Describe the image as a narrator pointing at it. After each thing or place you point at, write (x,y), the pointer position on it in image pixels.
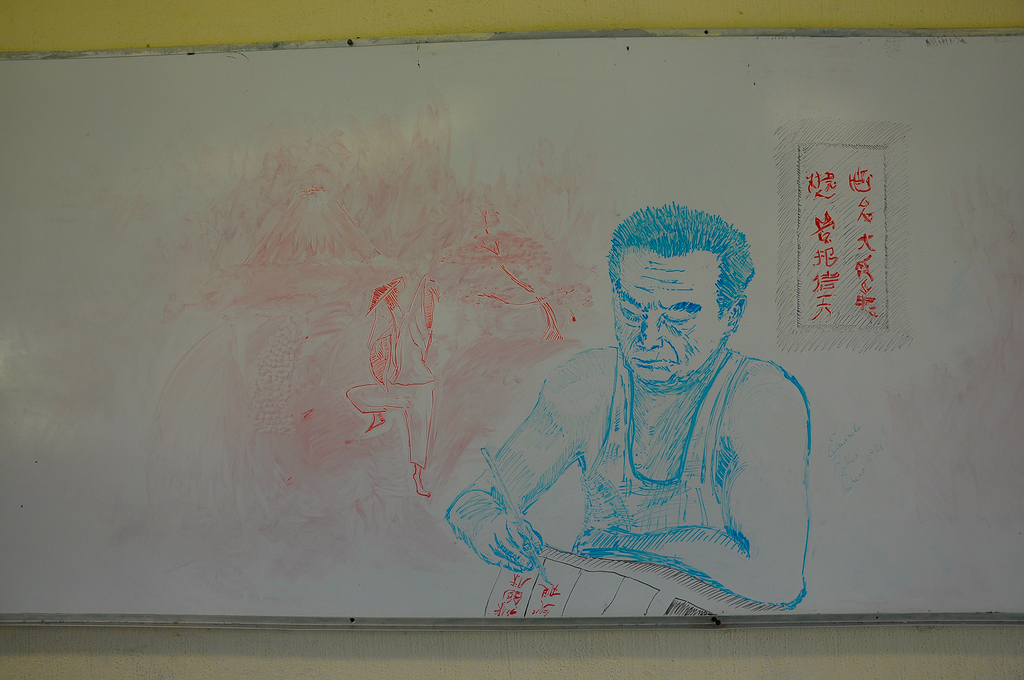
In this picture we can see the drawing (589,437) of two persons (590,393) and it is written something on the white board (241,529). Behind the board (257,551) there is a wall (243,651).
